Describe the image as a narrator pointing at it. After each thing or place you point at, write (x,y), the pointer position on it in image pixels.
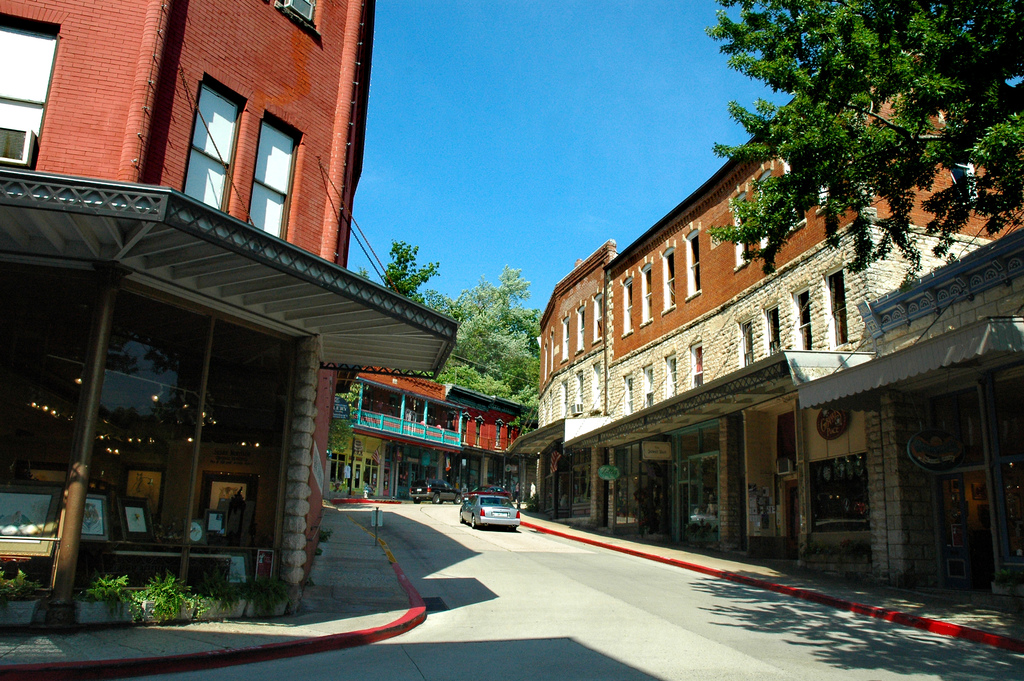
In this picture we can see few buildings (540,395), trees (502,338), and vehicles (443,496), on the left side of the image (46,527) we can see few frames (33,554) in the building (157,500), in the background (338,416) we can find few sign boards (356,446).
